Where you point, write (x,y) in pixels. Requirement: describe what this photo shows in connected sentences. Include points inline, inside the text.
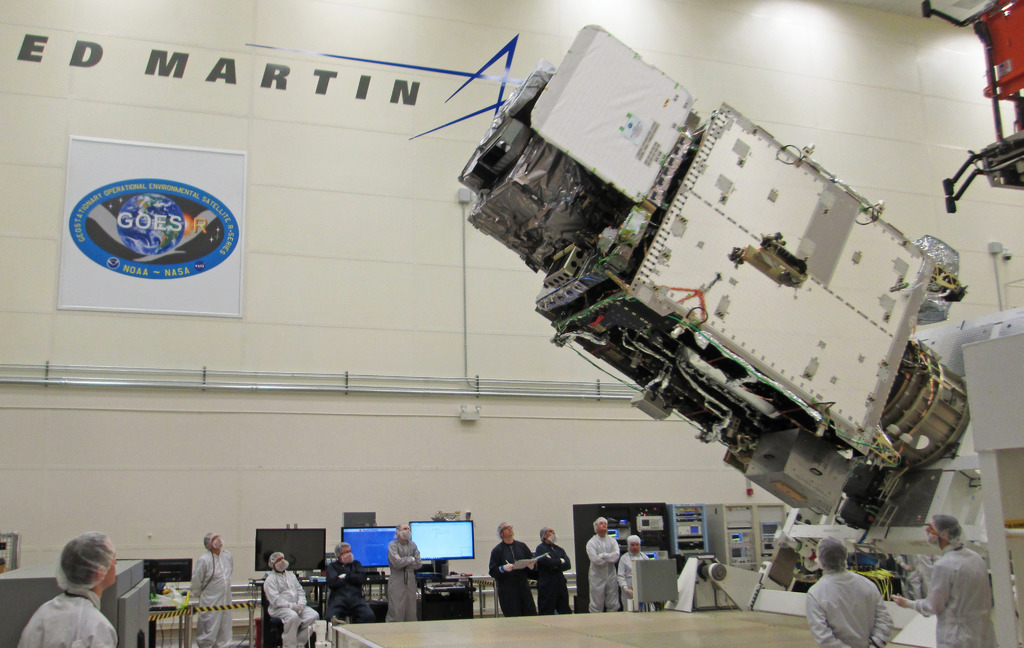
This image is taken in the research lab (882,37). In this image we can see some persons (398,592) with the masks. We can also see an object (623,156). Image also consists of monitors (359,535). There is also a board (157,239) with logo (171,199) and text (136,186) attached to the wall (302,223) and on the wall (186,96) we can see the text (337,69) and also a blue color logo (511,54).
